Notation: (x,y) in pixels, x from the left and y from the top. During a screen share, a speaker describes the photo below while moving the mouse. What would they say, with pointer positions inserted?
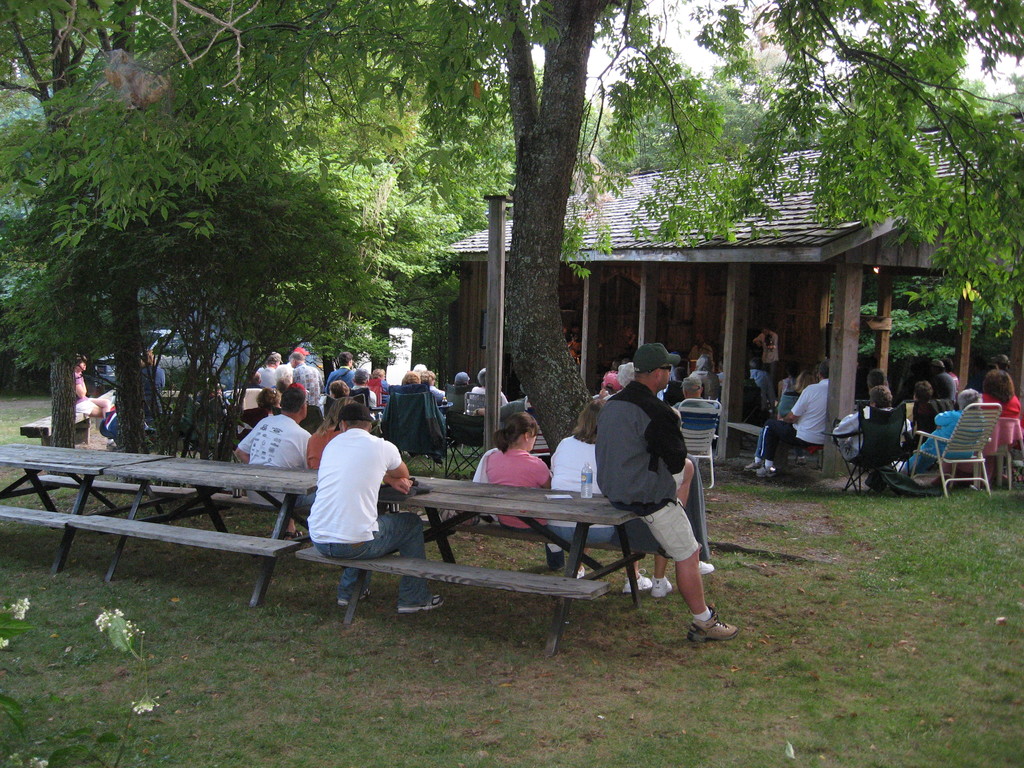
As we can see in the image there are many people (370,487) here and there, a house (707,275), benches (635,555), chairs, grass (666,643) and trees (407,113).
